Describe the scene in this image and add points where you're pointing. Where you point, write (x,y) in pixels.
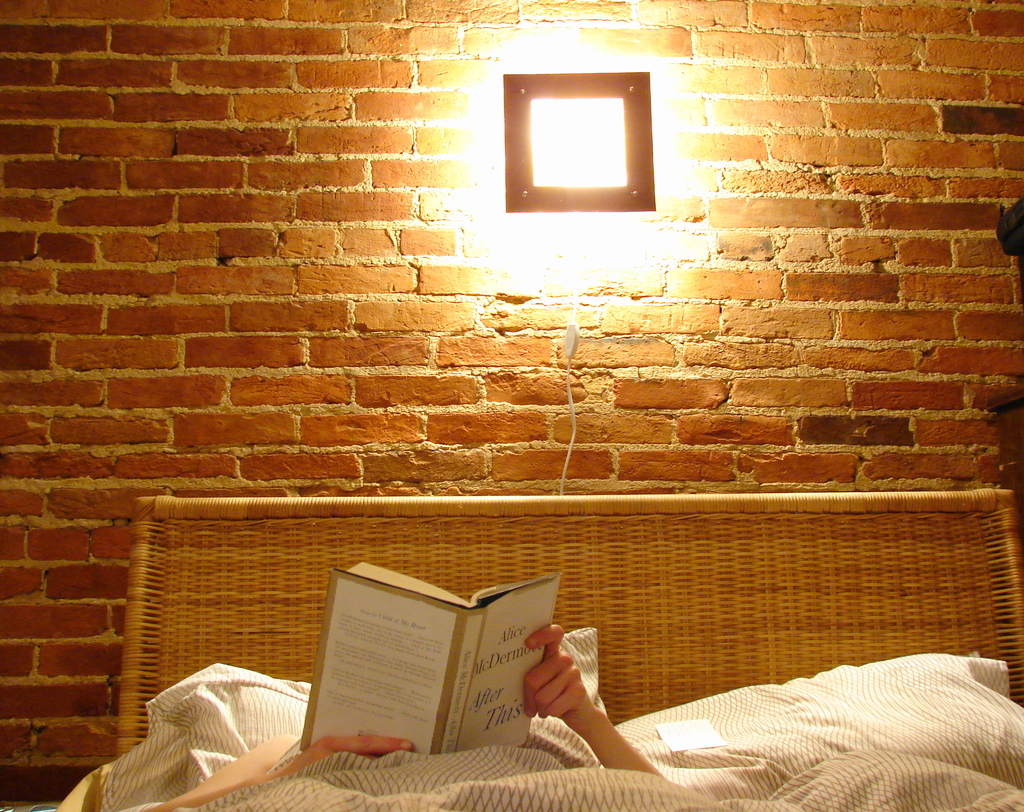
In the middle of the image (637,398) there is a brick wall (609,266). Bottom of the image (251,798) there is a bed (606,642). A person (232,778) laying on the bed (253,726) and holding a book (493,623). At the top of the image (570,90) there is a light (578,100).
